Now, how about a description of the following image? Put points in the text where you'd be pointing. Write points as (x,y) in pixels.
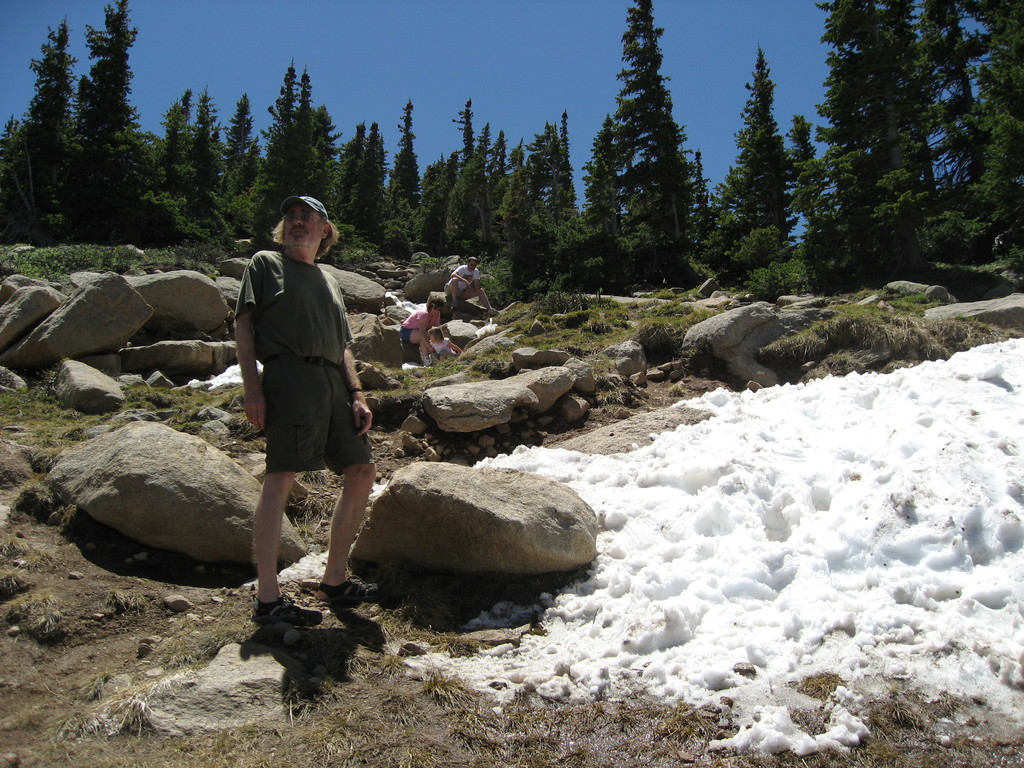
There is a person (368,594) standing in the image wearing a cap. In the background of the image (872,192) there are trees (414,151). There are people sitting on rocks (388,346). To the right side of the image (861,555) there is snow (979,404). At the bottom of the image (520,748) there is grass (346,756).
